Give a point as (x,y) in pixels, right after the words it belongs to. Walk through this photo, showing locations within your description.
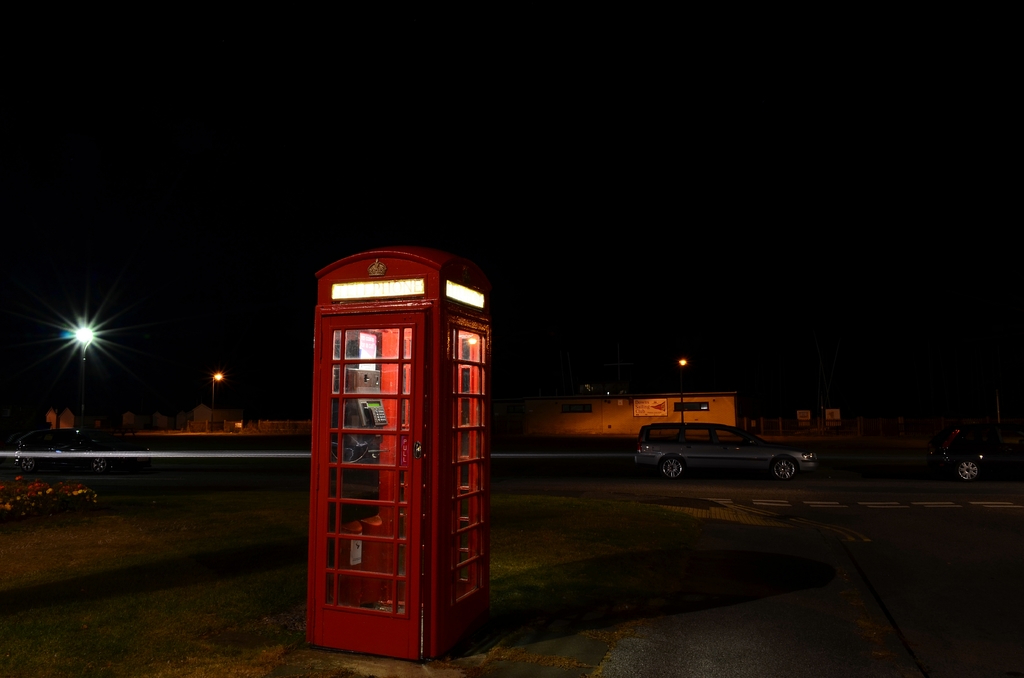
In this image at the center (362,324) there is a phone booth (464,346). On the backside (64,450) there are cars (770,446) parked on the road (211,472). On the left side of the image (94,498) there are plants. In the background (585,414) there are buildings (602,403) and street lights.
